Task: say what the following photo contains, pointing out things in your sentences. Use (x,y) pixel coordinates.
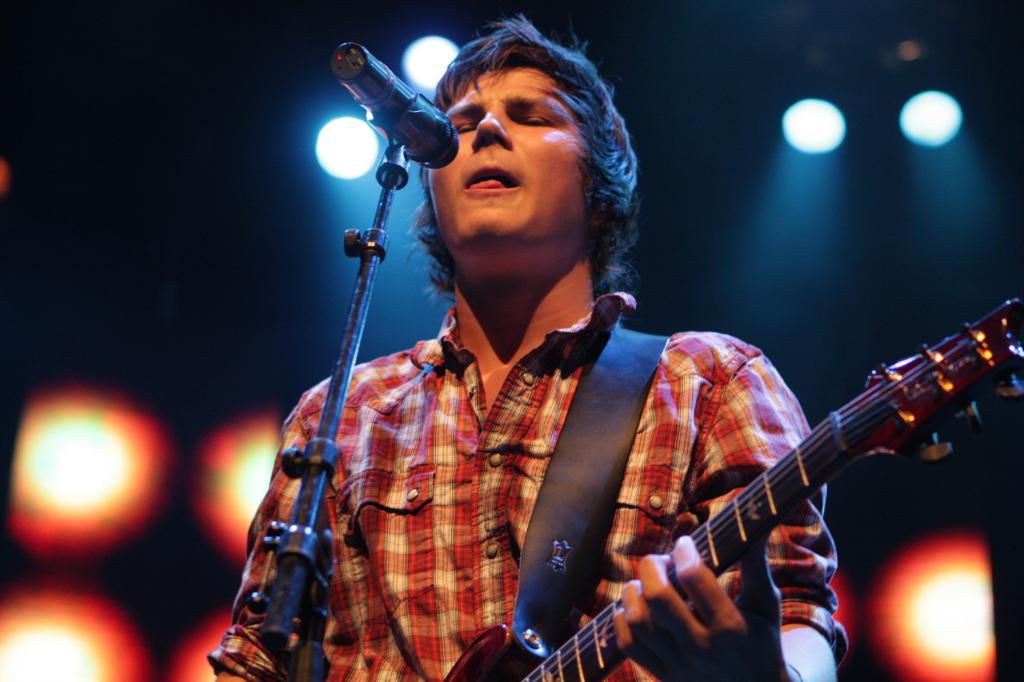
It is a picture where one person (413,492) is present in center of it, holding a guitar (716,562) and wearing a shirt (456,448) standing in front of the microphone (434,159).
